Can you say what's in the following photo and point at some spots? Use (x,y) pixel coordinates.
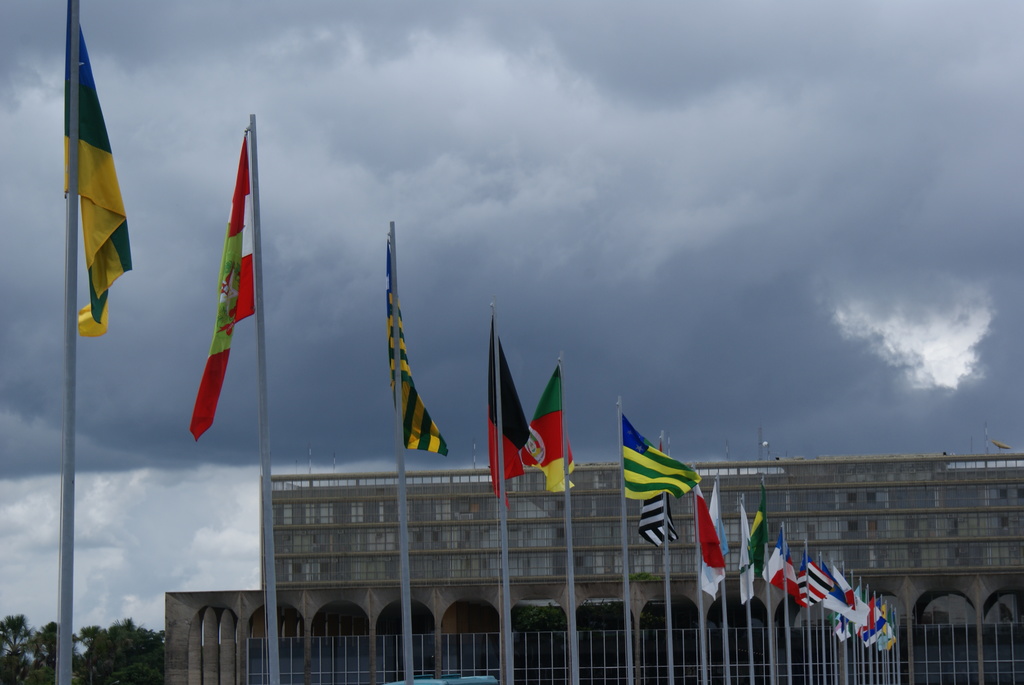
In this image there are some poles (703,620) and flags (776,580), at the bottom of the image (580,651) there is a net (938,647) and some poles (837,682). And in the background (482,564) there is a building (836,560), and on the building (985,468) there are antennas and some objects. On the left side of the image (107,647) there are trees (153,647), at the top of the image (467,143) there is sky (93,352).
